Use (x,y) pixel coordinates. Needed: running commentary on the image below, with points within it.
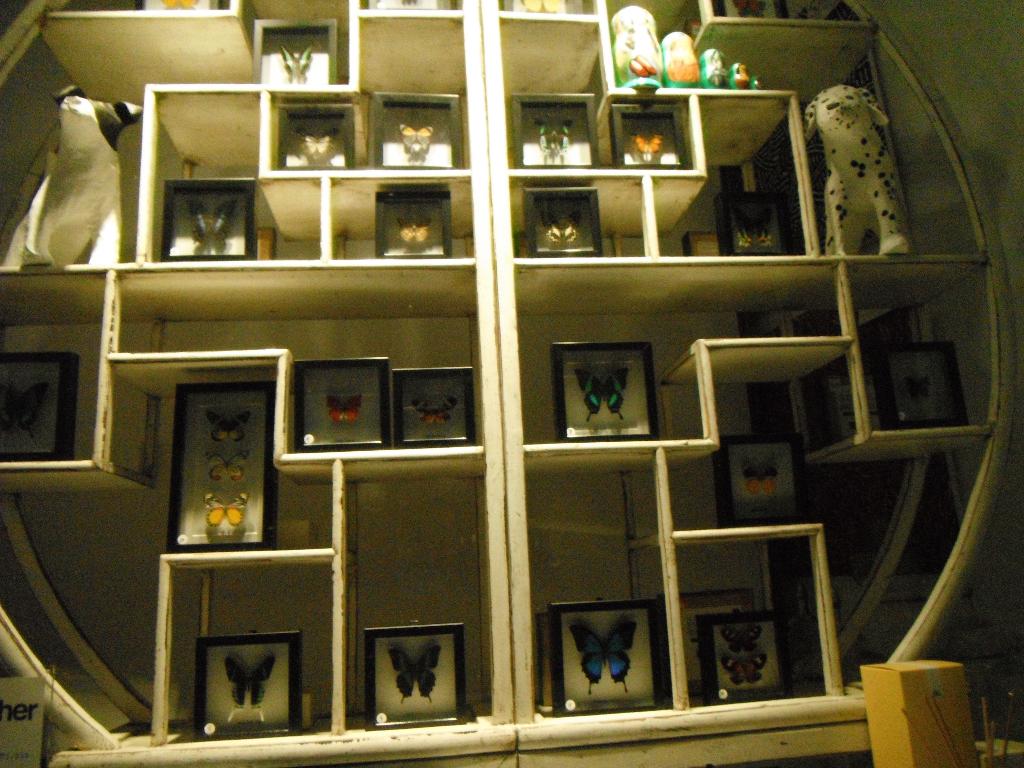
In this image I can see number of frames (290,46), few white colour things (77,94) and few other things (624,32) on these shelves (220,353). I can also see a board (17,729), a yellow colour box (914,670) and on this board (30,704) I can see something is written.
